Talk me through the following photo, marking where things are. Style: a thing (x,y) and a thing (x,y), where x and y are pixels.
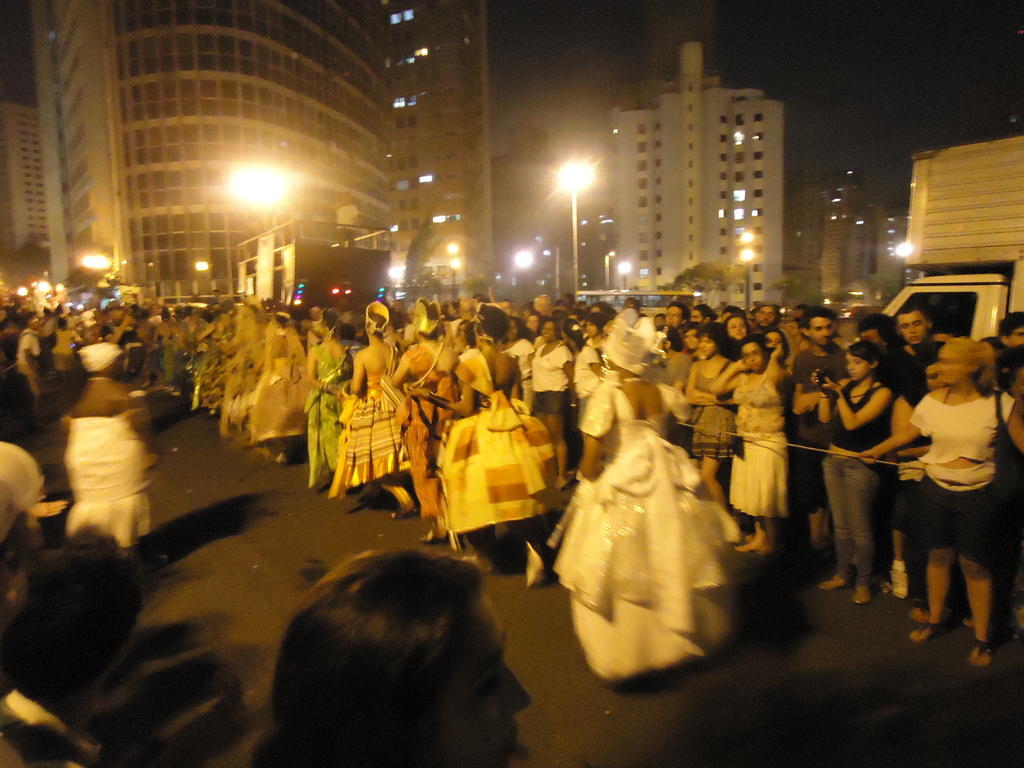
In this picture there are people (277,319) and we can see light poles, trees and vehicles (345,259) on the road (216,600). In the background of the image (231,201) we can see buildings (822,219) and sky (916,55).
